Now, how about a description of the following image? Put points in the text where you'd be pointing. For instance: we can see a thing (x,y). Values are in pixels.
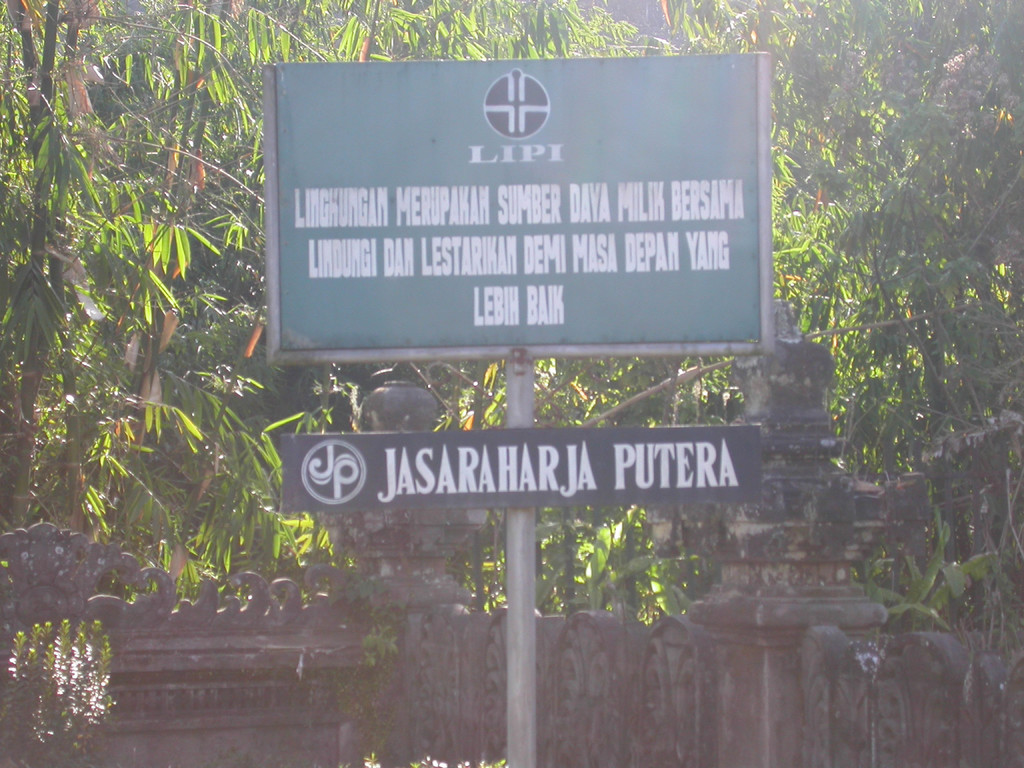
In the middle of the picture (505,304), we see a green board (432,288) with some text (497,187) written on it. Below that, we see a black color board (533,448) with some text (538,462) written on it. Behind that, we see a wall (765,683). In the background (798,191), there are trees (148,345).
